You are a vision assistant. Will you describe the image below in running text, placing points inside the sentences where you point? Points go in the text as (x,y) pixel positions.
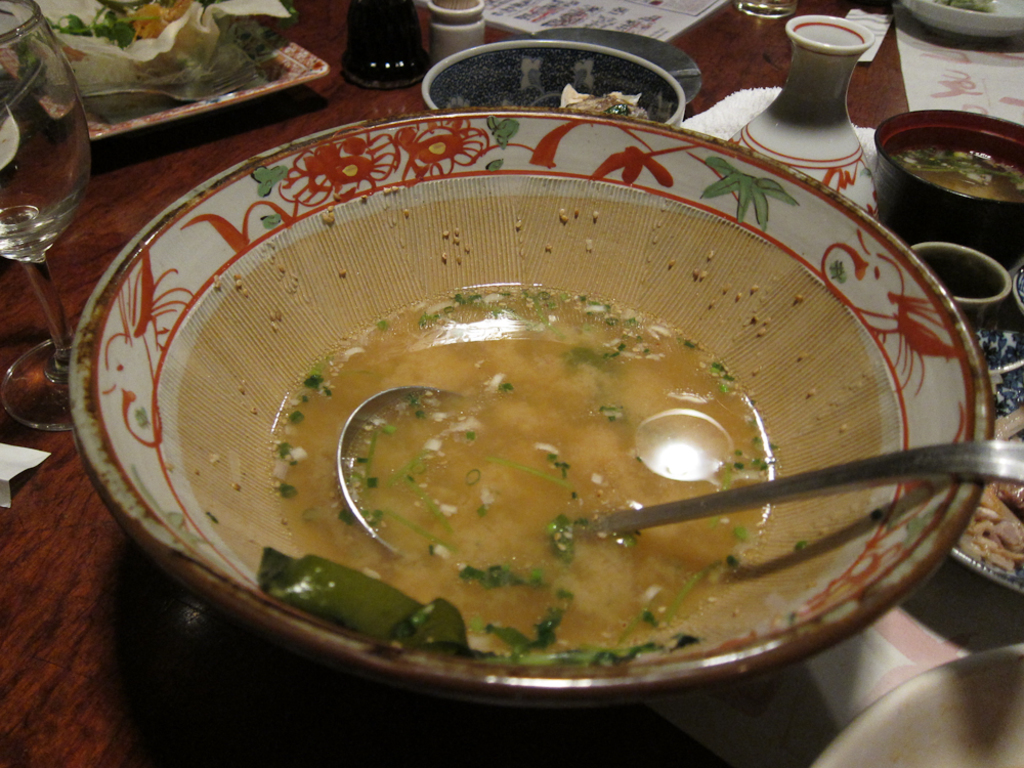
In this image we can see a table (11,738) with many objects (26,30), glasses (59,62) and there is a bowl (414,144) with a food item (609,400) in it. There is a spoon (1010,451).
